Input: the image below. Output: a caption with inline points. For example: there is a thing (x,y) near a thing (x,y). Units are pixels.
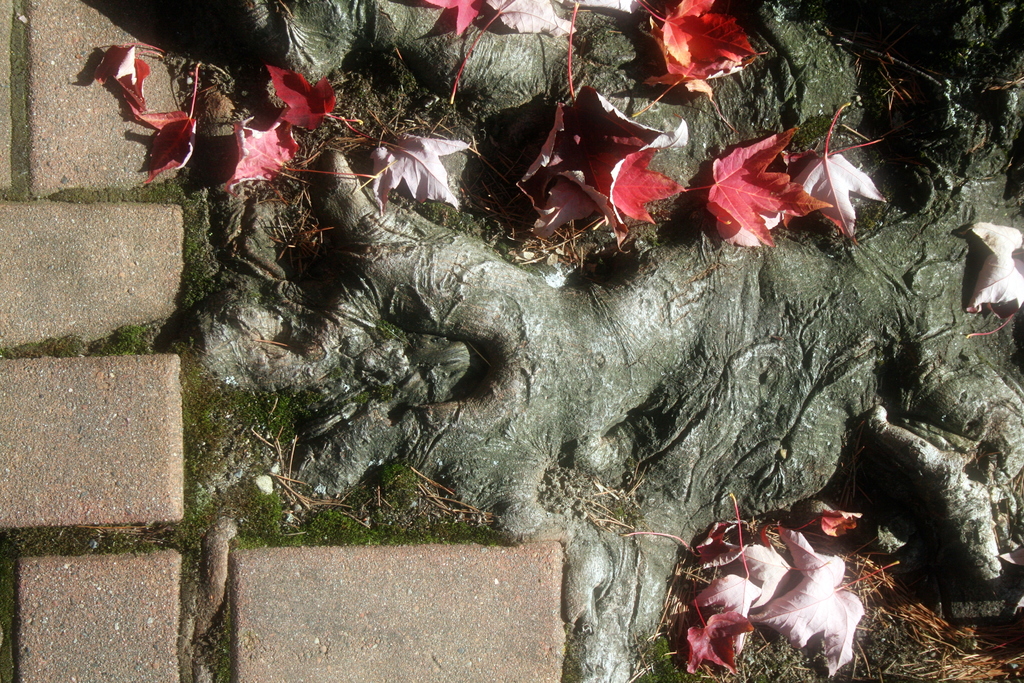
In this image I can see the ground (72,529) and a tree (730,399) which is black and grey in color. I can see few leaves (716,177) on the tree (587,27) which are orange, red and white in color.
